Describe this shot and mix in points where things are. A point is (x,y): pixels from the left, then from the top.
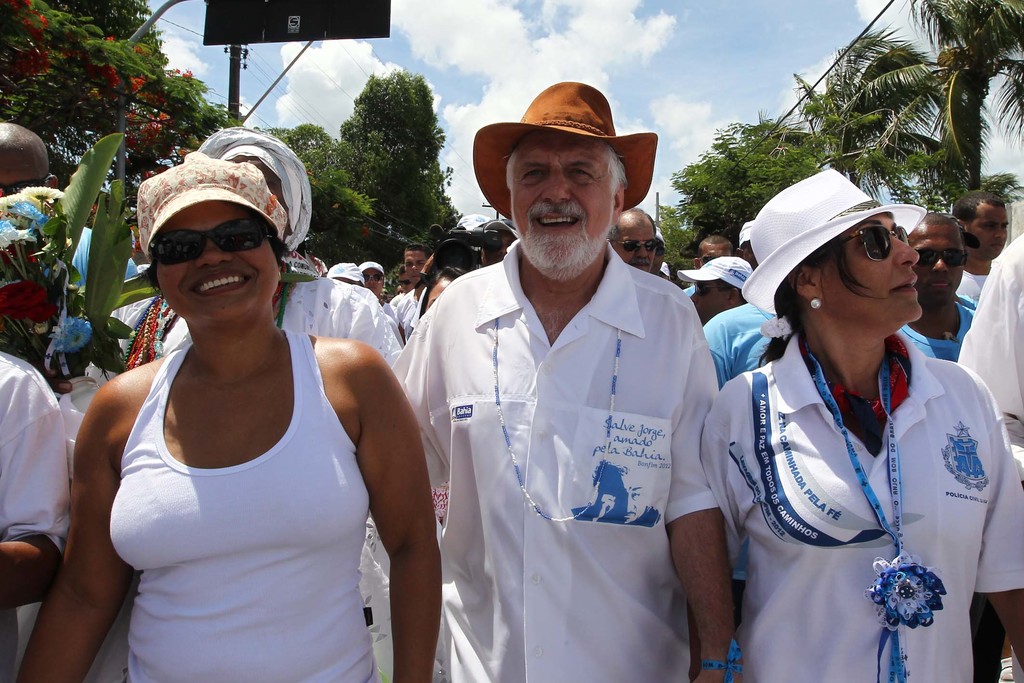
In this image there are group of persons (365,389) standing. In the front (260,395) there are persons (414,407) standing and smiling. In the background (172,139) there are trees (174,143) there, and there is a black colour board (344,21) and the sky (596,62) is cloudy.
